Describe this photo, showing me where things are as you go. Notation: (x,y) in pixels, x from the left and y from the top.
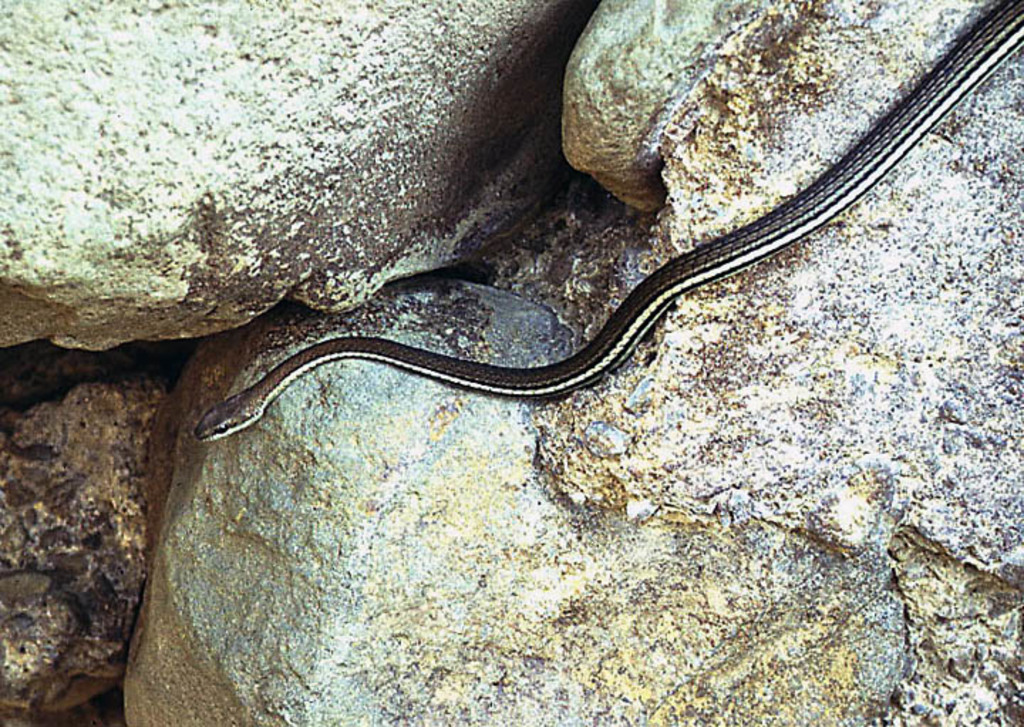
In this image there is a snake (880,153) crawling on the rock (313,447). In the background (97,474) there are rocks (494,116).
